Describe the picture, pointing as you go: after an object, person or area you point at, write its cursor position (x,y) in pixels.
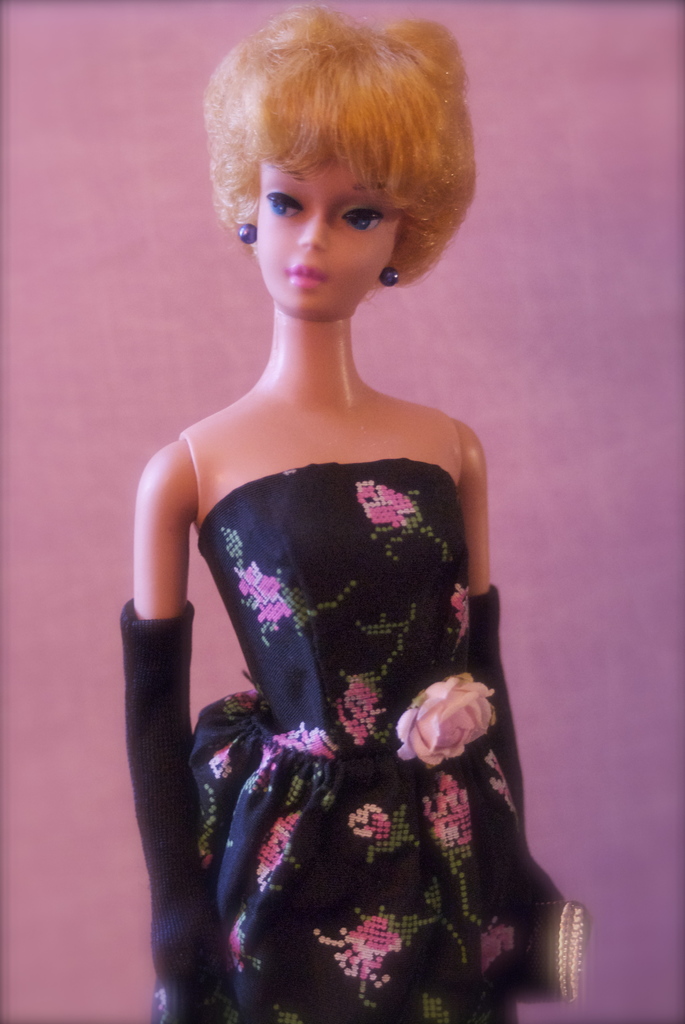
In this picture we can see a doll (338,431) here, there is a cloth (355,810) here, we can see pink color background (614,295).
